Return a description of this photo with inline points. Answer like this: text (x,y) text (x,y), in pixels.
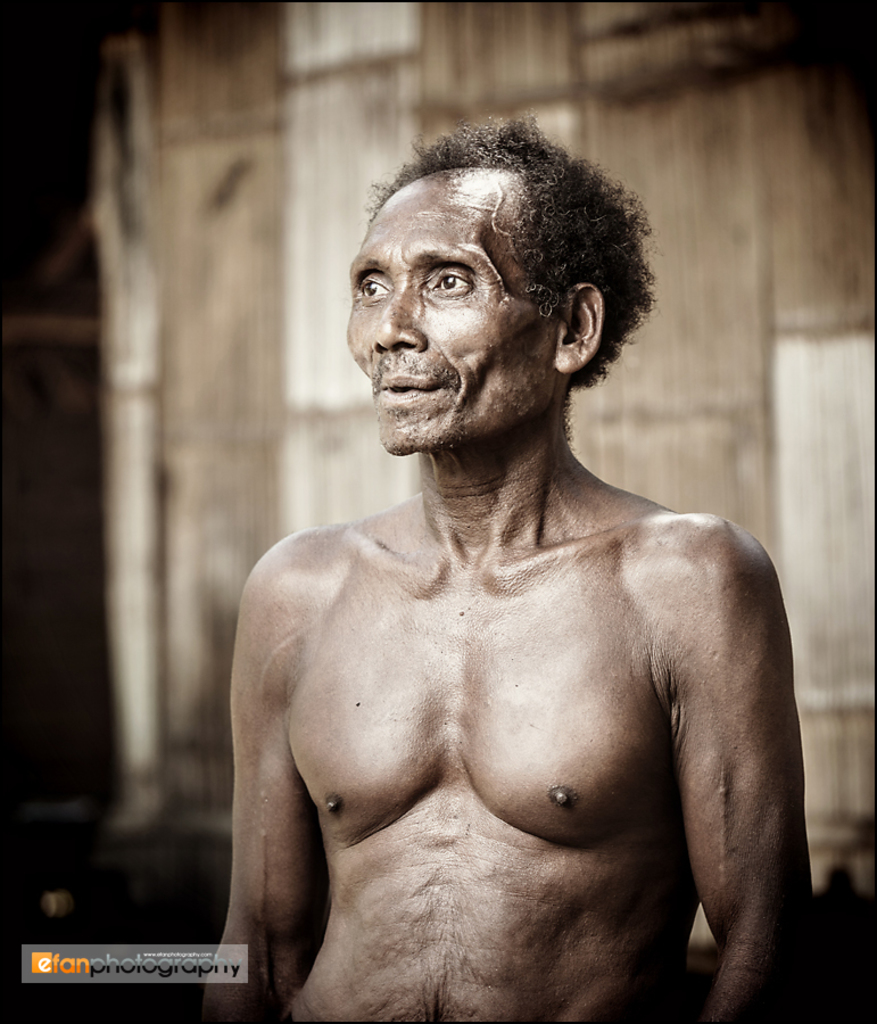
In this image, we can see a man (458,757). Background (824,565) we can see a blur view (829,256). On the left side (160,961) bottom, there is a watermark (139,973) in the image.
